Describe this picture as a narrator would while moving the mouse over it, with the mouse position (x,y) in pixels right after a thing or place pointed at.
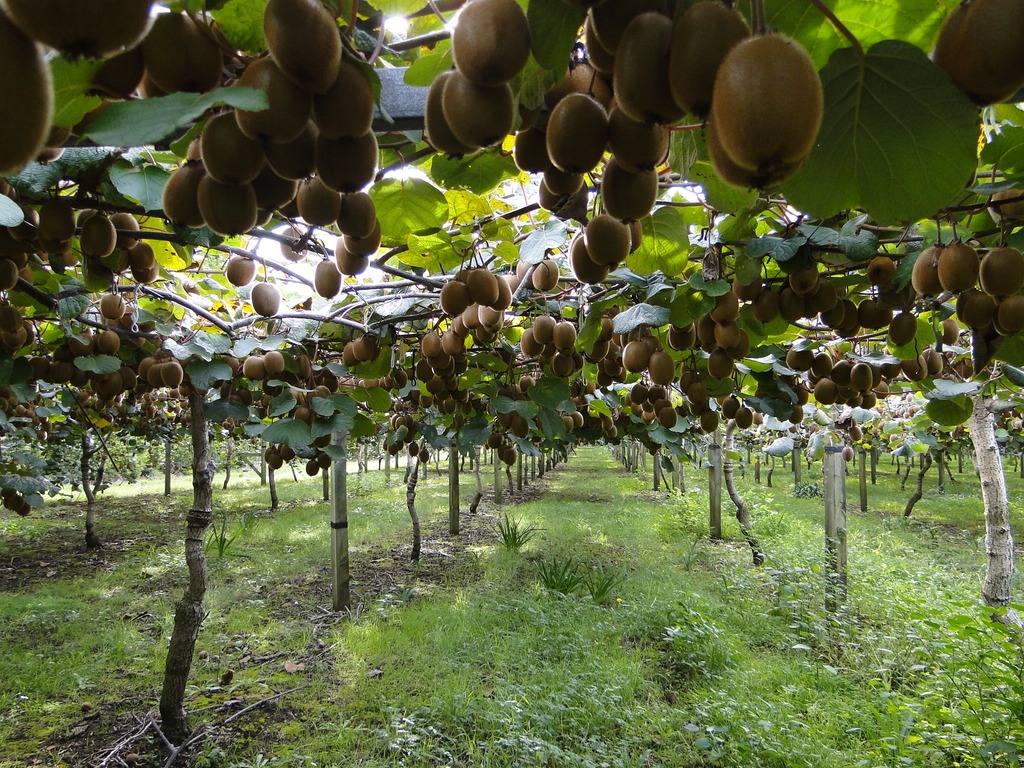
In this image I can see some grass (556,632) and few plants (809,656) which are green in color on the ground (652,662). I can see few trees (341,432) and few fruits (435,379) to them which are brown in color.
